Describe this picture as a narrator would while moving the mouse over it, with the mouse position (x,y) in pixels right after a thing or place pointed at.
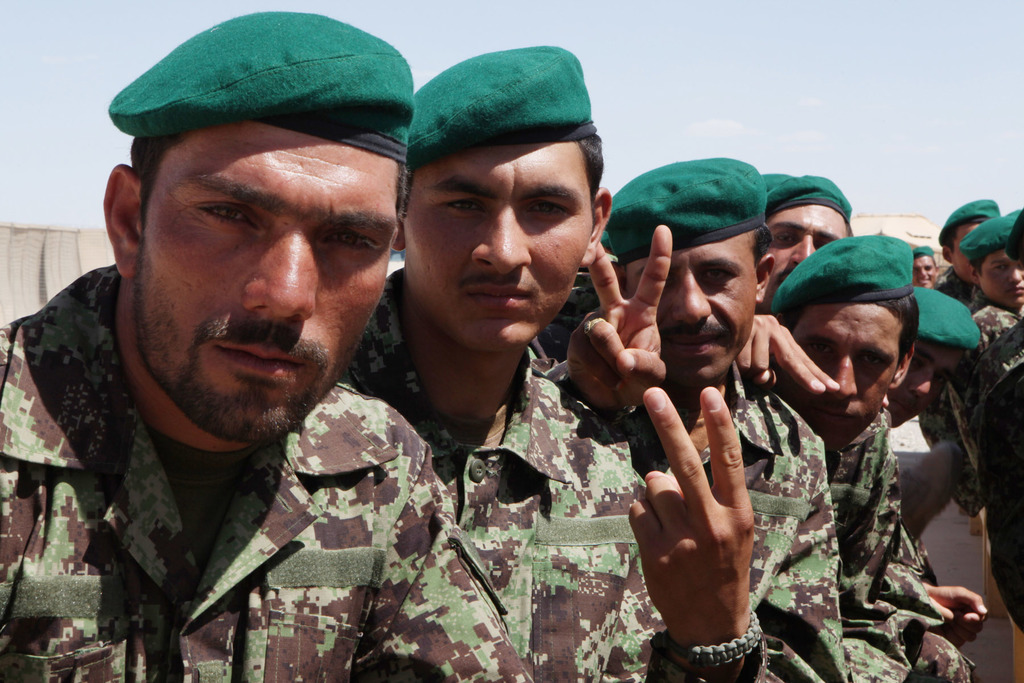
In this image I can see few persons (385,541) wearing uniforms (269,557) which are green and brown in color and green colored hats (372,111) are sitting. In the background (899,58) I can see the sky (723,74) and few cream colored objects (857,229).
